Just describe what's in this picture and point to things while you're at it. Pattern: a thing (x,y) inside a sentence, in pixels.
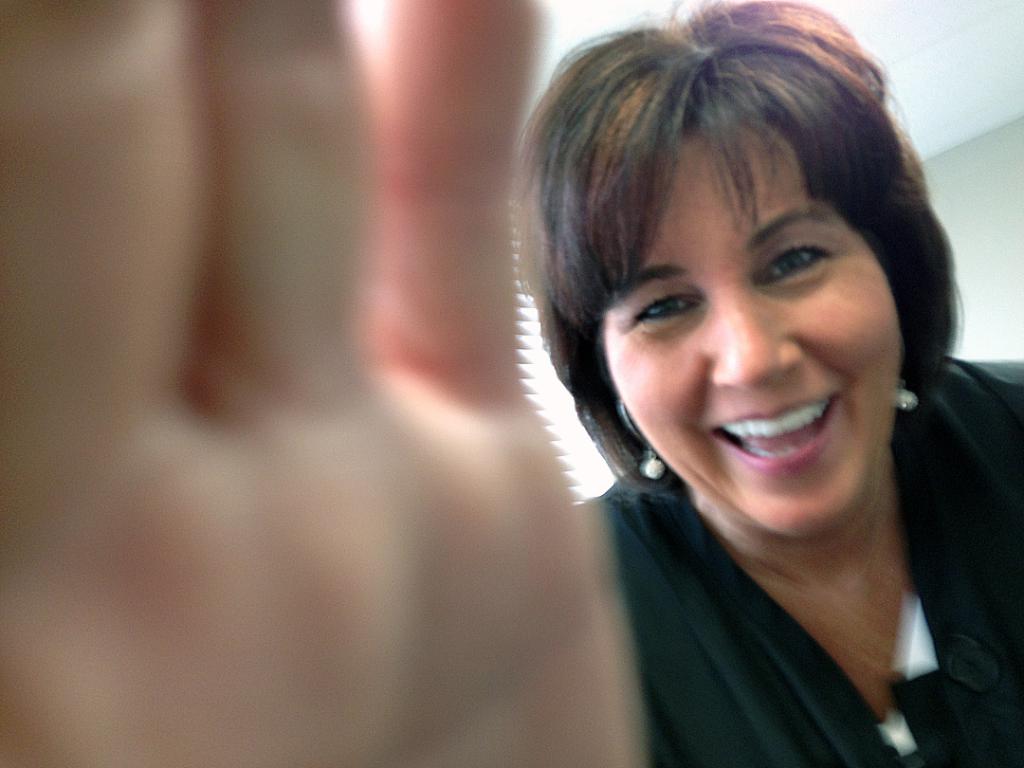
In this image, we can see a person (916,421) wearing clothes (947,533). There is a person hand (402,478) on the left side of the image (309,484).
